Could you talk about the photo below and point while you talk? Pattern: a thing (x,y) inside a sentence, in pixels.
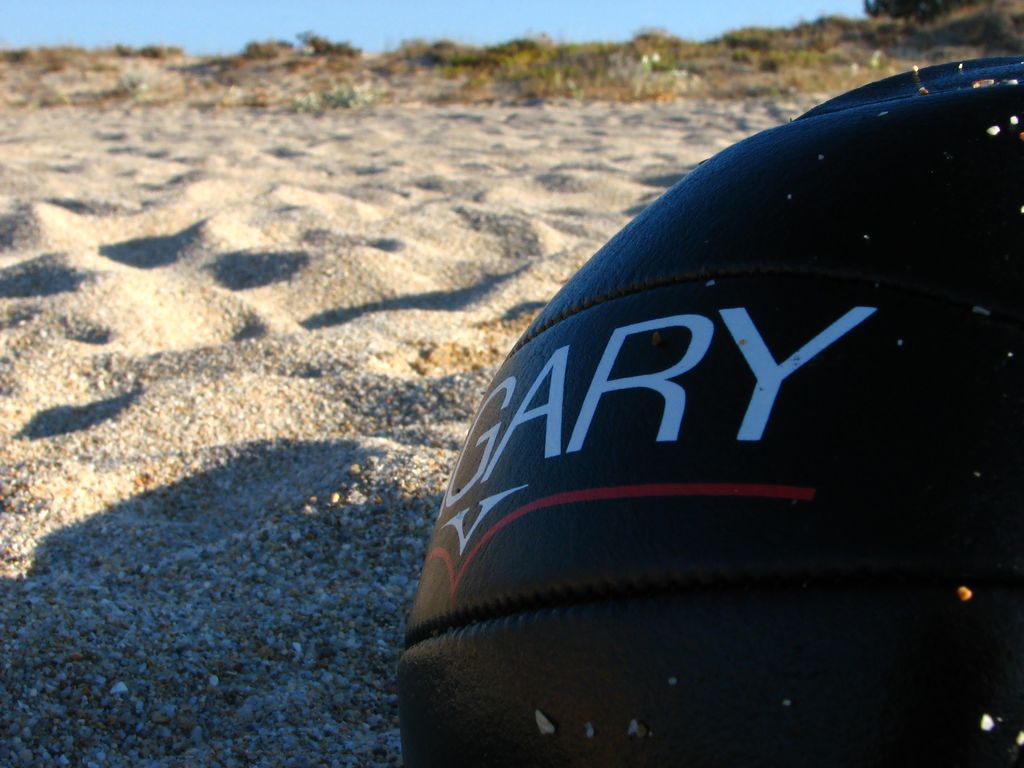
In this image I can see sand (225,258). In the right side of the image (741,235) there is an object (665,485). There are plants (959,54) and at the top of the image (12,18) it looks like sky (26,14) or water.
